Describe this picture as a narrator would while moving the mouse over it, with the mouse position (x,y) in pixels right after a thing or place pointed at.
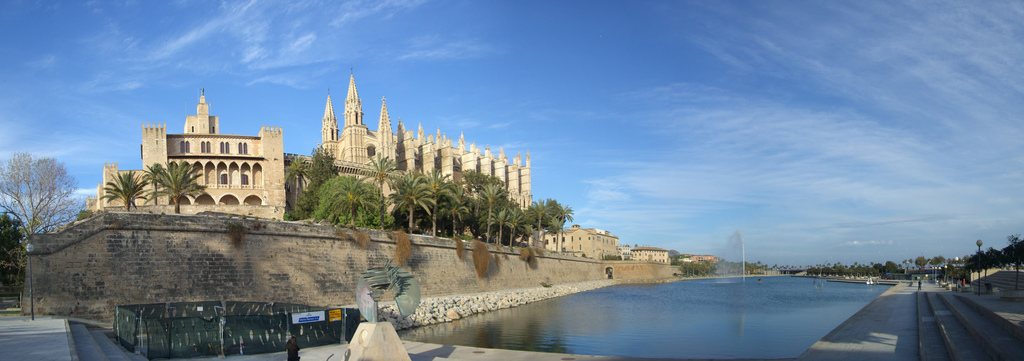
In the picture we can see a lake (738,315) with water (735,305) in it we can see a fountain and beside it we can see a wall (349,282) on it we can see some trees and behind it we can see many historical buildings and besides it we can see a pole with a lamp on the path (39,329) and on the other side of the lake (706,298) we can see some steps (926,341) and far away from it we can see some people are standing and behind them we can see many houses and trees (977,263) and in the background (818,151) we can see the sky (629,114) with clouds (660,183).
